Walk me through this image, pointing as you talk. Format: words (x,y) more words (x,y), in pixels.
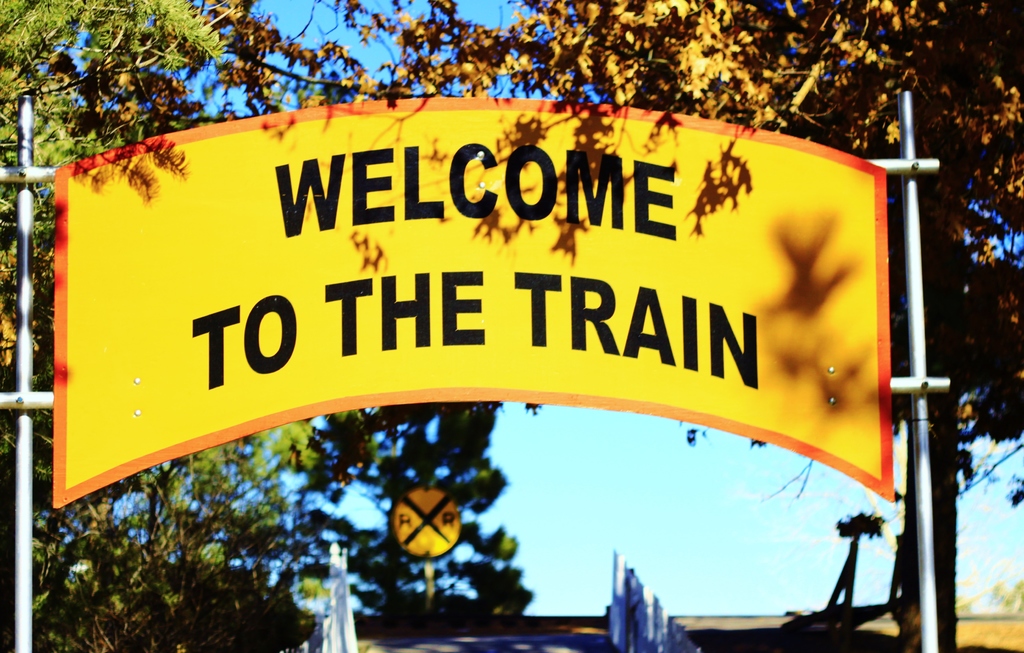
In the picture I can see the signboard pole (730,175). I can see the trees (91,80) on the left side (155,55) and the right side (989,117) as well.
